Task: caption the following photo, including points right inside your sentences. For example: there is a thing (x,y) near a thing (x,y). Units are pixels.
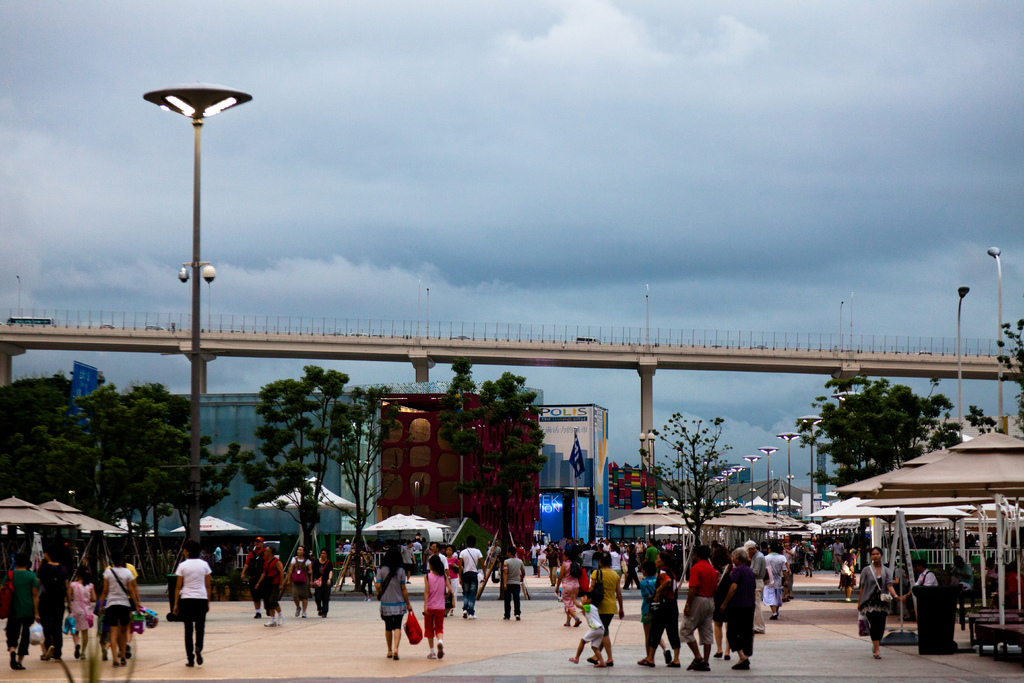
In this image we can see many people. There are few tents (980,466) in the image. There is a cloudy sky (727,150) in the image. There are many street lights (768,465) in the image. There are few people (563,597) carrying objects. There are few trees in the image. There is a bridge (558,354) in the image. There is a flag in the image.
